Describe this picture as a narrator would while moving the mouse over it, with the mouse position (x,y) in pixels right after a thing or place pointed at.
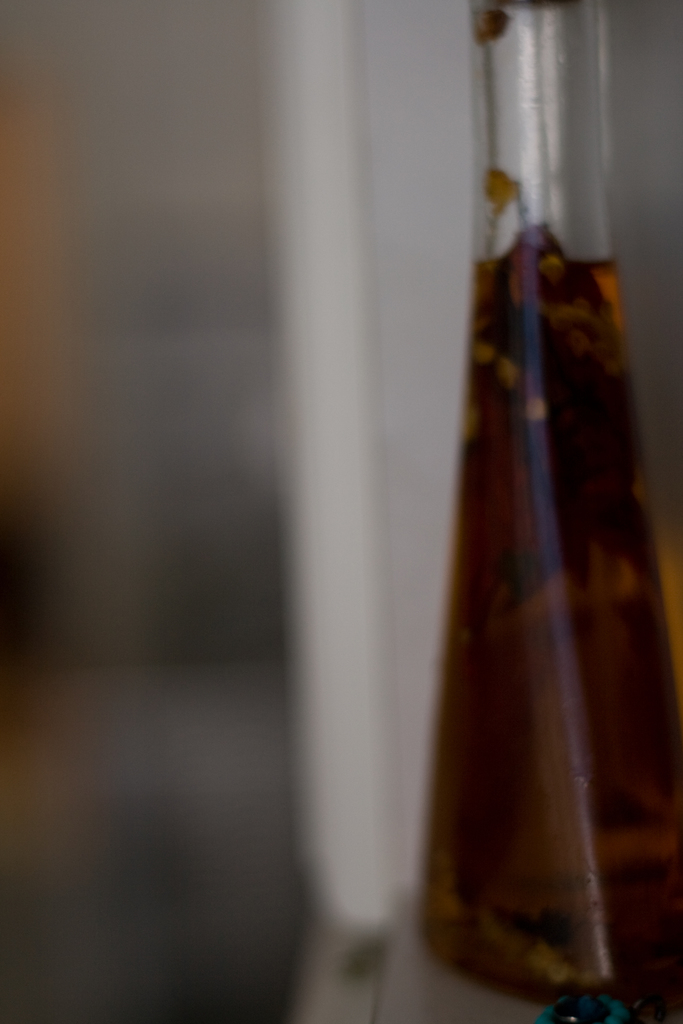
In this image I can see a glass beaker (597,399) with brown colored liquid (597,416) in it on the white colored surface (413,986) and I can see the blurry background (349,145).
